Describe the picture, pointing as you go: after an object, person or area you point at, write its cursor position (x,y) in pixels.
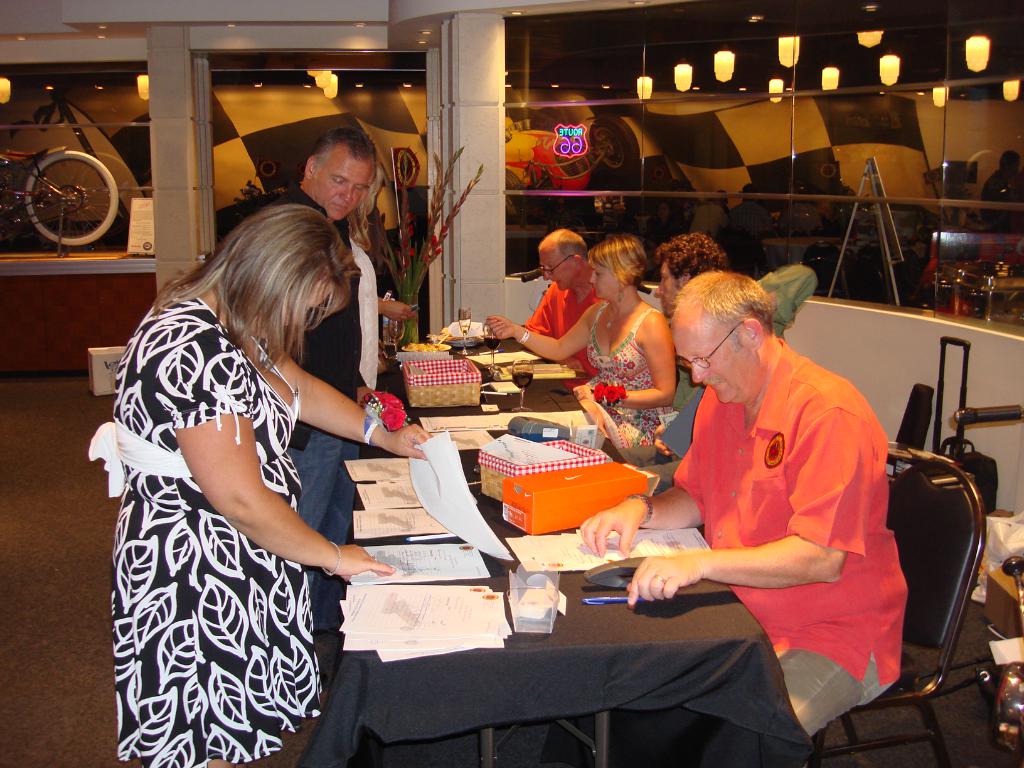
In this image I see 4 people (556,343) sitting on the chair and 3 of them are standing and there is a table (488,578) over here and there are lot of things (458,526) on it. In the background (547,168) I see the lights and a cycle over here.
